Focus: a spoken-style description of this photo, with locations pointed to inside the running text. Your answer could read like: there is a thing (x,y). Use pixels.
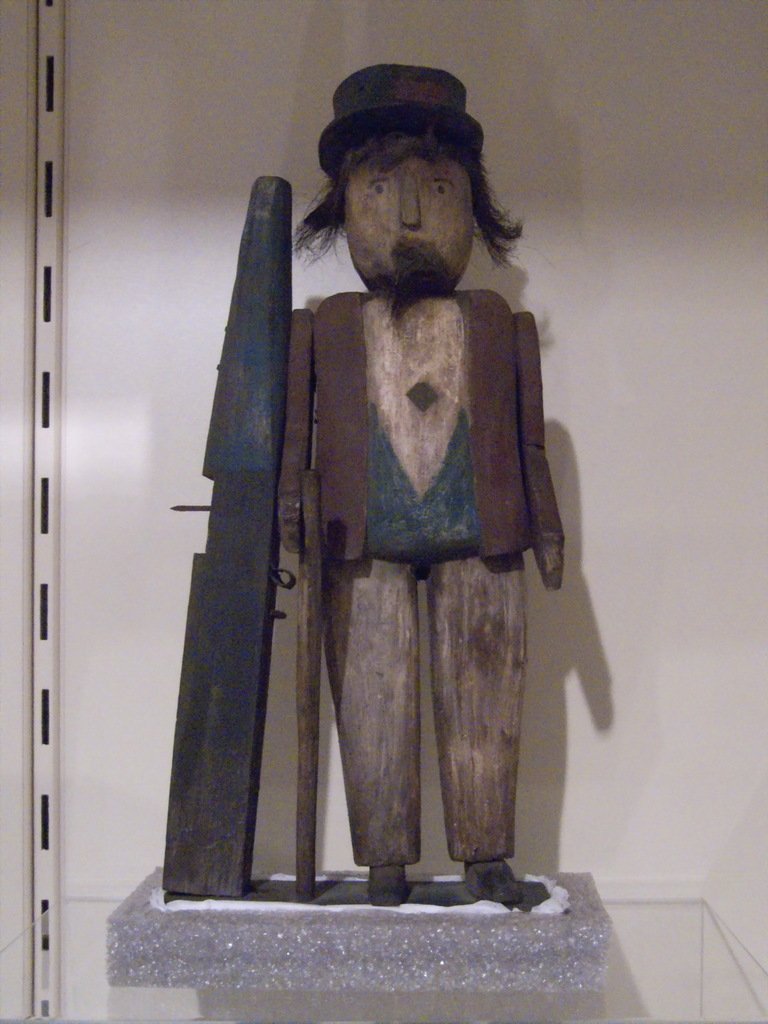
This image is taken indoors. In the background (69,421) there is a wall (290,147). In the middle of the image (340,500) there is a wooden toy (413,668) of a man (436,175) on the shelf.
